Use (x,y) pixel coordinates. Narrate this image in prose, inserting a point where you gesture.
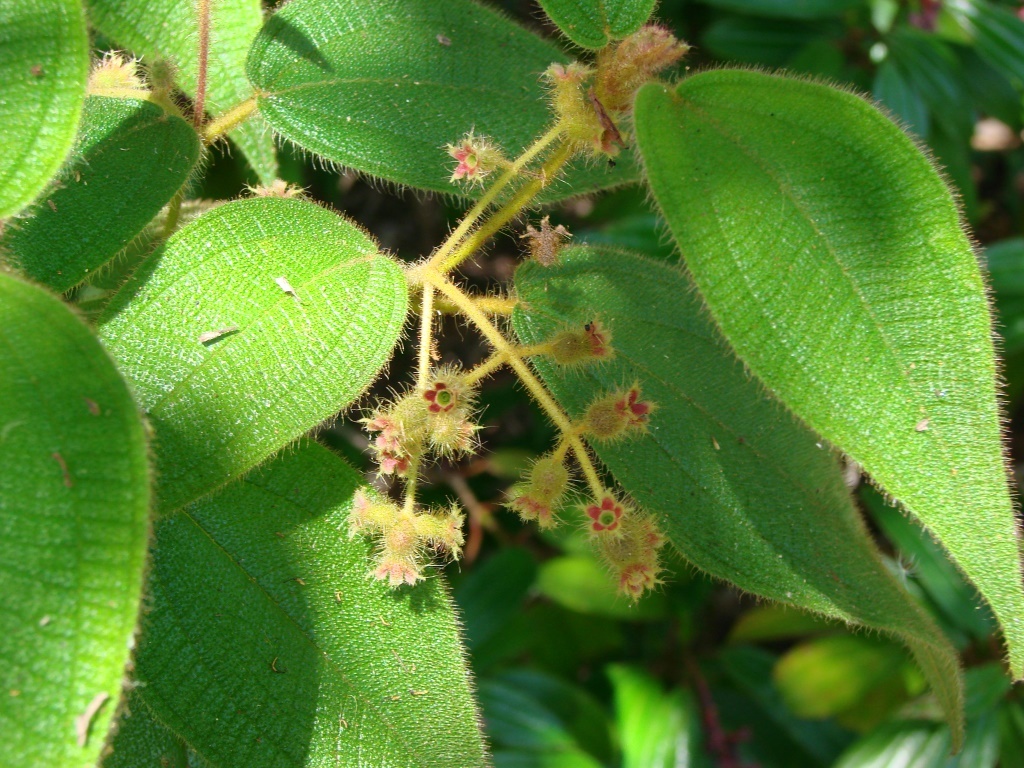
In this image we can see leaves (817,293) and flowers (388,573).
